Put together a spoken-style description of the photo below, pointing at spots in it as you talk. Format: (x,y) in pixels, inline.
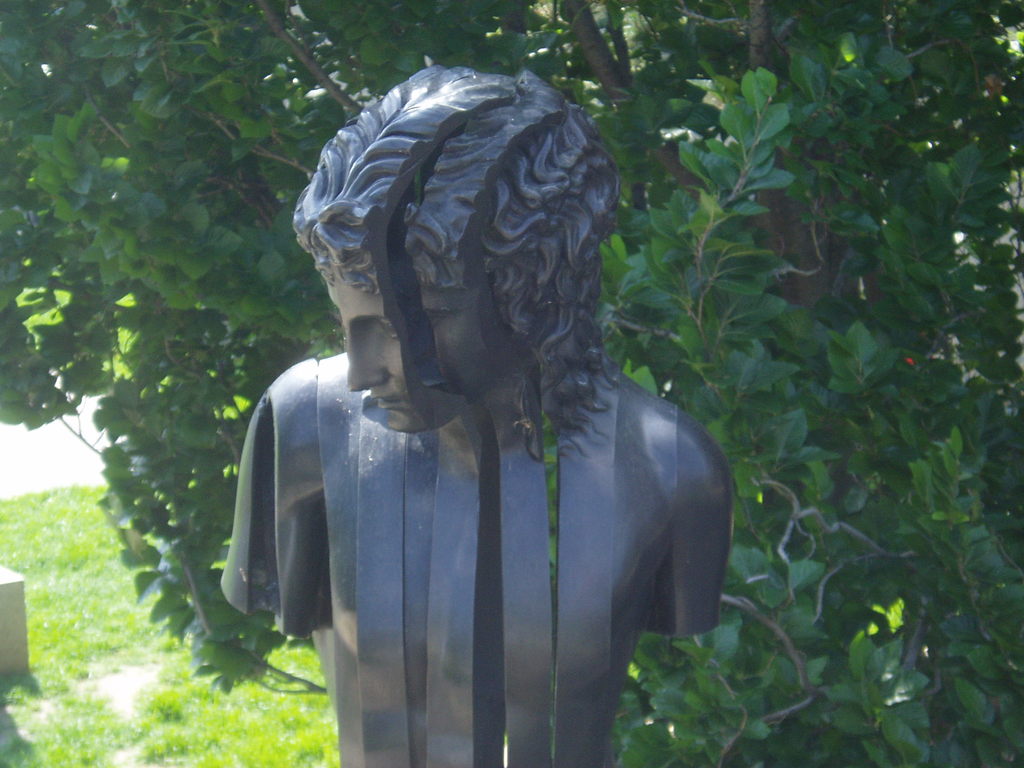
There is a statue (436,498) which is black in color and there is a tree (639,97) behind it.
